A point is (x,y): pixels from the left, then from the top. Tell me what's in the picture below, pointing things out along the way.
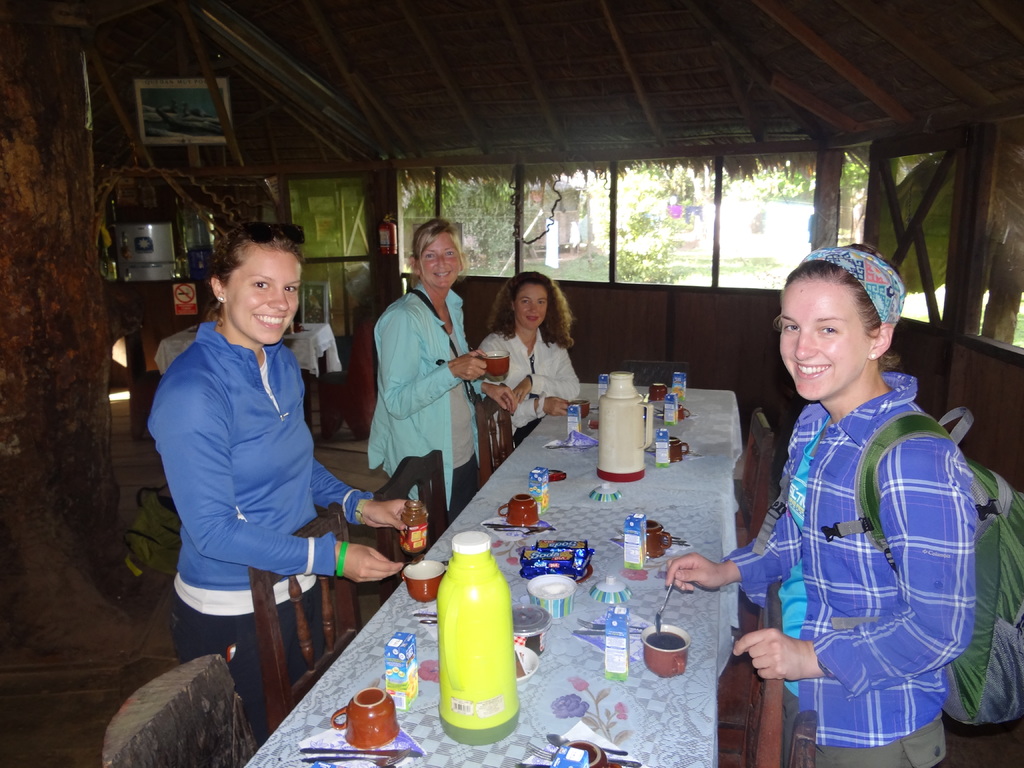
In this Image I see 4 women (250,608) in which 3 of them are standing and this woman (521,277) is sitting, I can also see that all of them are smiling. I see that this 2 (390,562) are holding a thing (416,561) in their hands (397,523) and I see that there are chairs (428,481) and table (655,425) on which there are lot of things (667,417). In the background (761,195) I see the windows (1012,245) and the ceiling (392,84).
